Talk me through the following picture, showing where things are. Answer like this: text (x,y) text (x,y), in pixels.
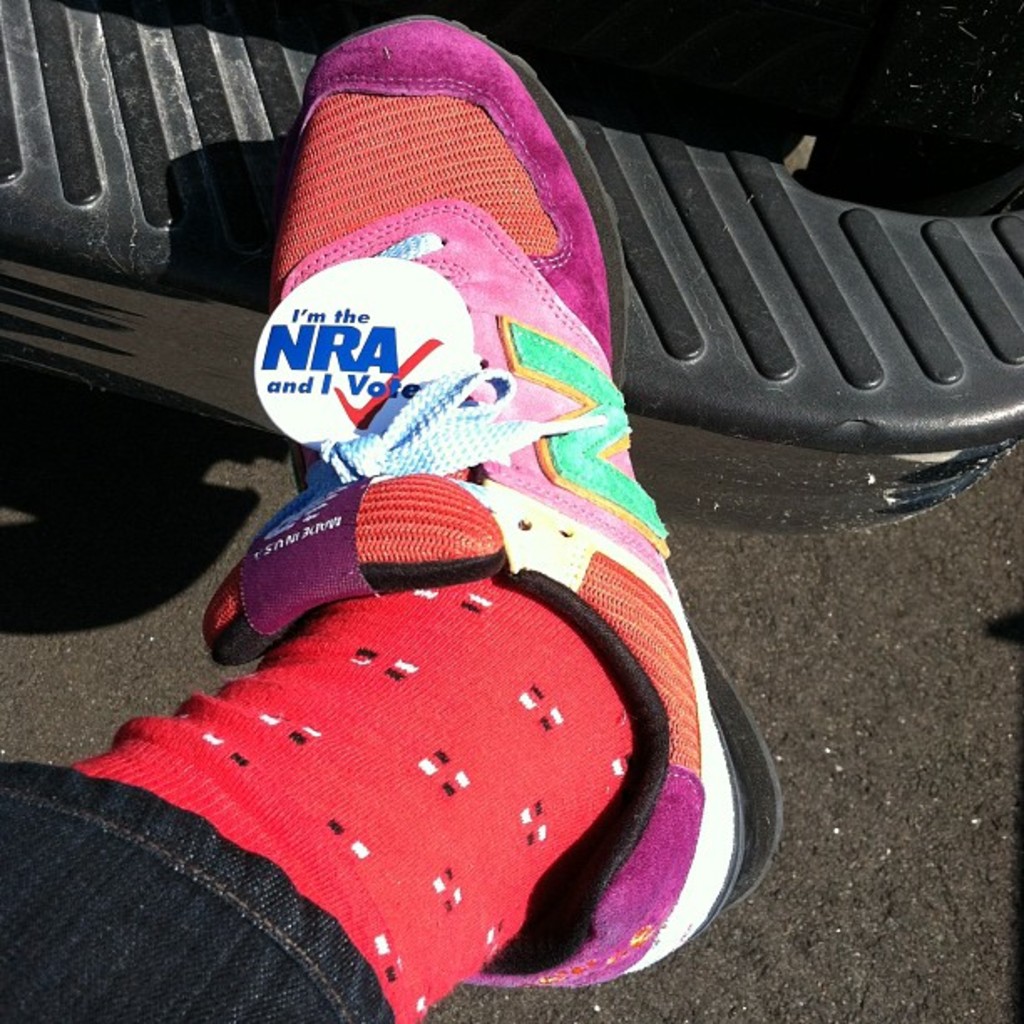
A person (384,117) is wearing a shoe (695,737) and red socks (502,826).
